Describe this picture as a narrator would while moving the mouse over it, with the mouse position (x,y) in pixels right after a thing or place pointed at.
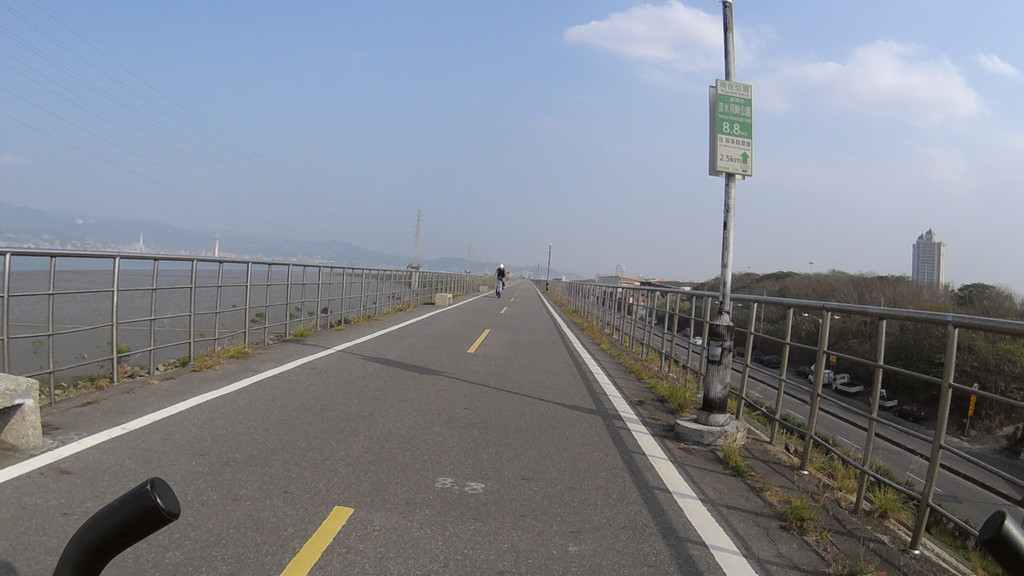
This image is clicked on the road (333,471). Beside the road (396,428) there are poles (731,221) and a railing (638,308). There is a person (501,285) riding a bicycle (504,284) on the road (511,286). To the left (122,301) there is water (133,310) on the ground (104,310). To the right (797,337) there are trees (895,322), a road (893,454), buildings (937,263) and vehicles (824,377) on the road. At the top (471,102) there is the sky (587,112). In the background (101,225) there are mountains (270,236). At the bottom (107,506) there is a handle (118,533) of a bicycle (139,525).
